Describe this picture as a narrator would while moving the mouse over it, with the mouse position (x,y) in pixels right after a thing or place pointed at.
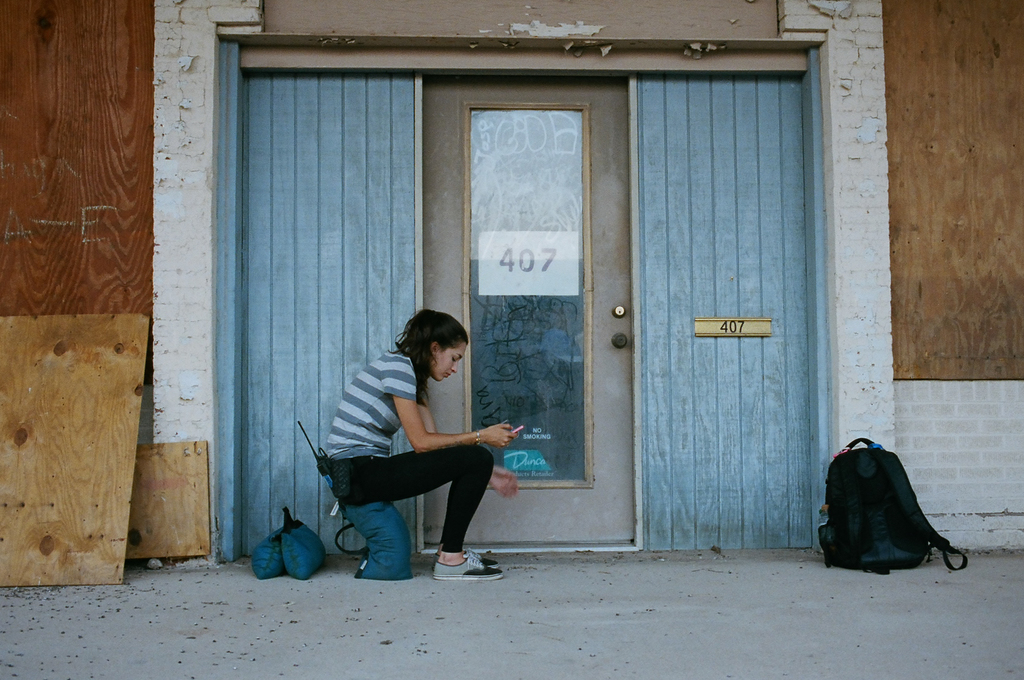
Here we can see women (449,318). This is bag (866,521). Here we can see a door (564,289) and this is wall (954,400). There is a wooden board (101,453). And this is floor (583,642).
